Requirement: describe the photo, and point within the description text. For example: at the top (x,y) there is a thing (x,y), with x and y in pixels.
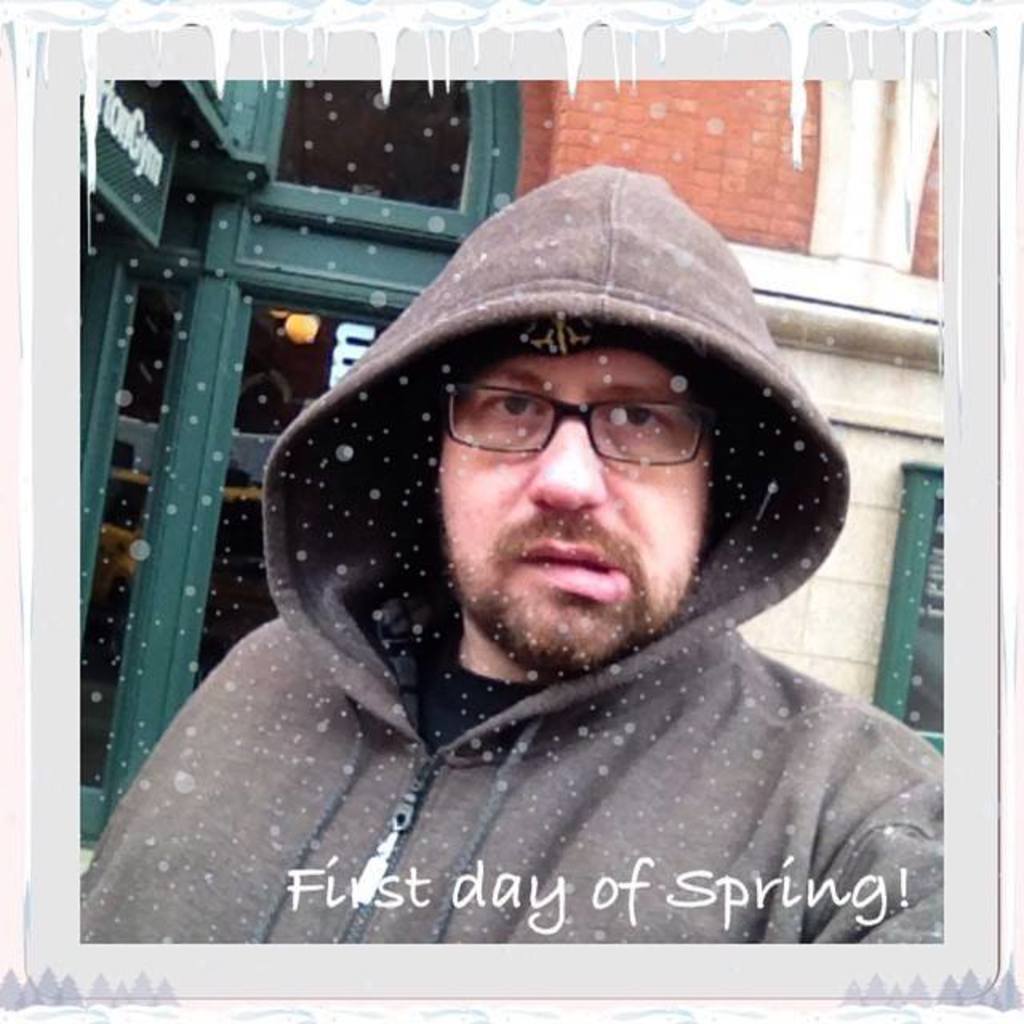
In this image I can see a photo frame (1000,231), in the photo frame (934,66) I can see a person (513,282), text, person (763,508) is wearing a spectacle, in the background (807,226) there is a building (718,123) and the wall (618,123).
